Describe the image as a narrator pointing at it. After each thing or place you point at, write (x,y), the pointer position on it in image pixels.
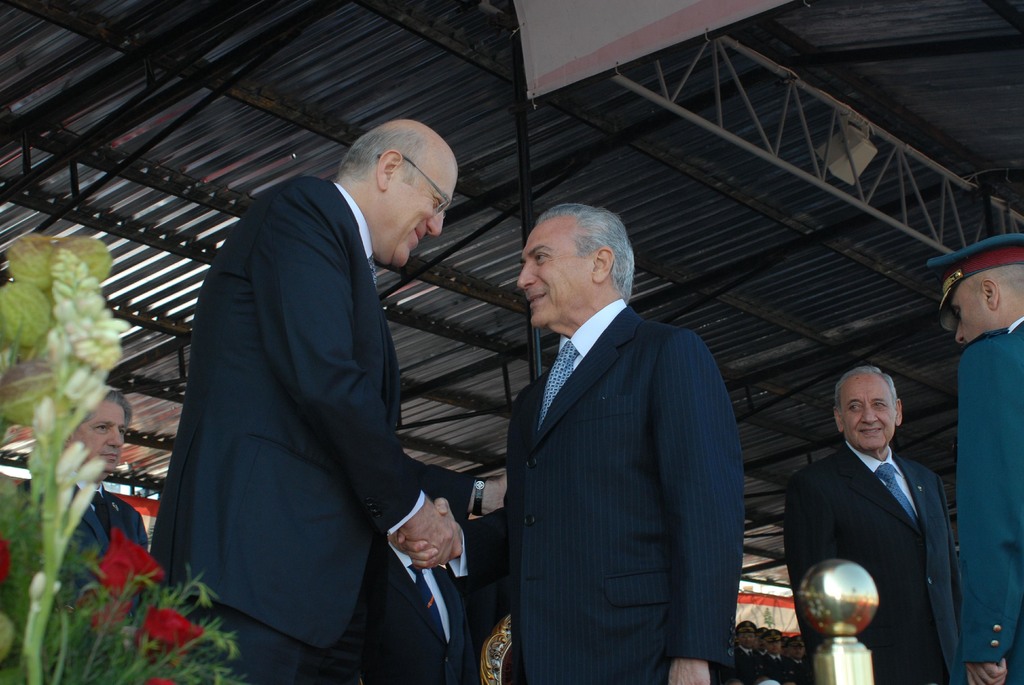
In this picture we can see a group of people (281,637) standing where two men (543,447) are shaking hands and smiling, flowers (126,556), leaves (113,601), rods (905,158), banner (599,20), roof (507,158) and some objects (811,620).
